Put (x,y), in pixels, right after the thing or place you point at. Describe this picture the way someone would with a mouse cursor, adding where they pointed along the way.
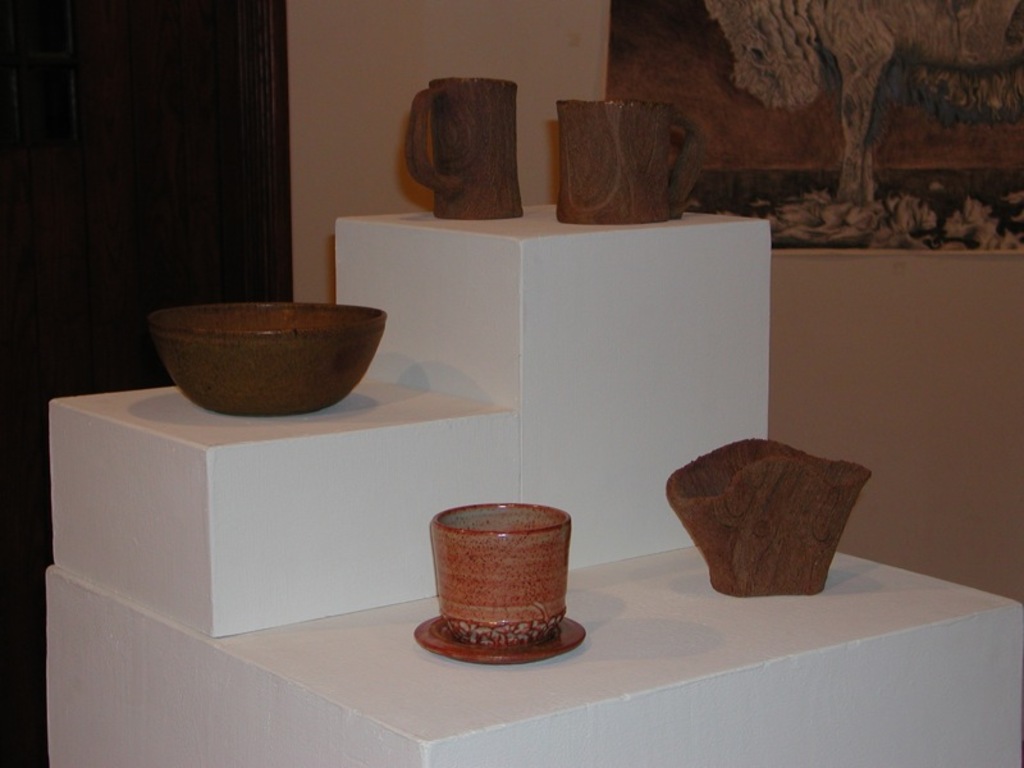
In this image at front (331,372) artifacts (446,514) were displayed. At the back side (191,192) there is a door (170,123). Beside the door (162,89) there is a wall (847,279) and there is a poster (745,46) attached to the wall (915,272).
